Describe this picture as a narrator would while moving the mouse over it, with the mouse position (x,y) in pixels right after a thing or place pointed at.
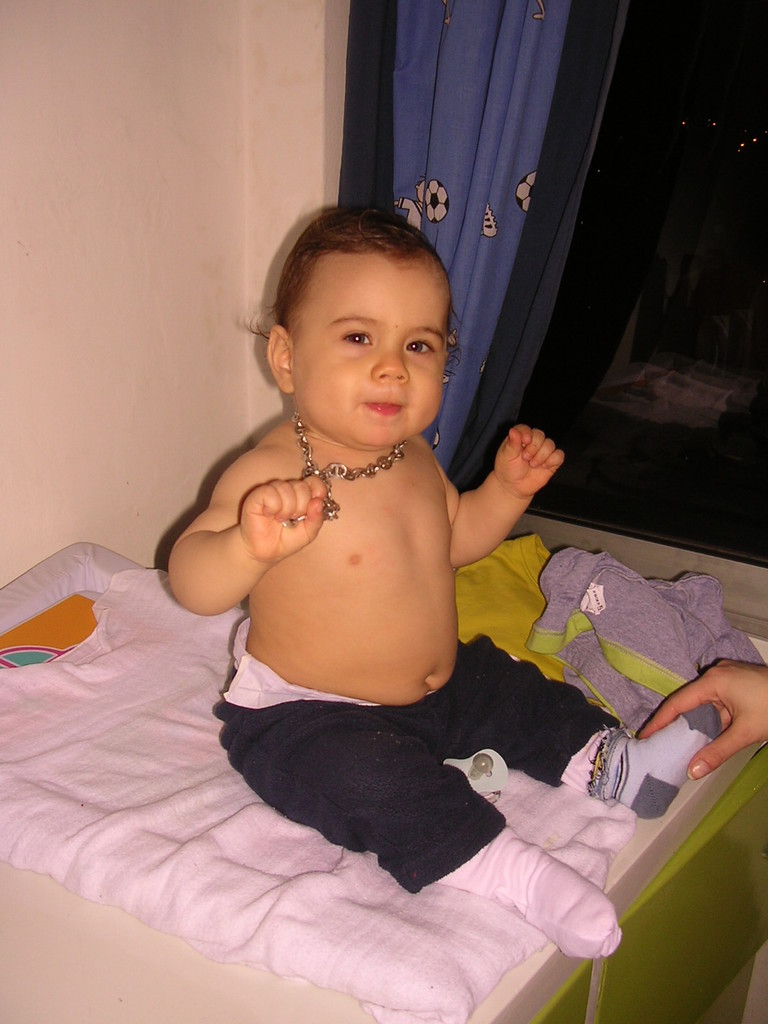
In the center of the image (307,653) there is a boy (204,553) sitting on the bed (54,662). In the background of the image (664,72) there is a window (665,354). There is a curtain (437,131). There is wall (113,296). To the right side of the image (686,690) there is person's hand (689,685).
